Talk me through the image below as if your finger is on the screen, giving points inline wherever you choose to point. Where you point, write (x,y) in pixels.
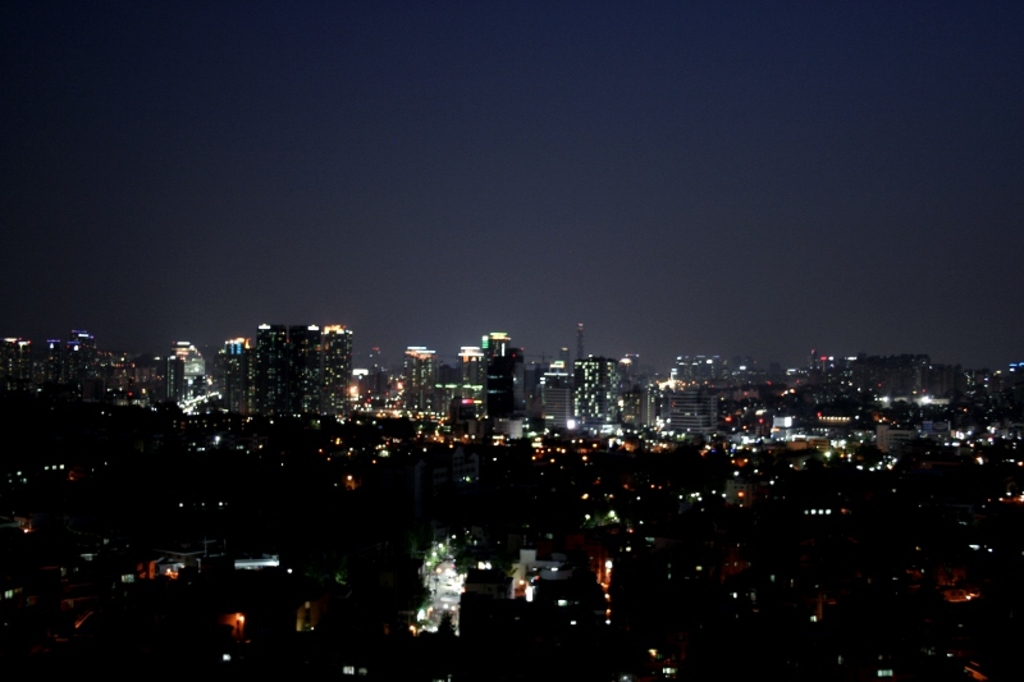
In this image I can see buildings (624,423), lights (408,419) and dark sky (499,114).
